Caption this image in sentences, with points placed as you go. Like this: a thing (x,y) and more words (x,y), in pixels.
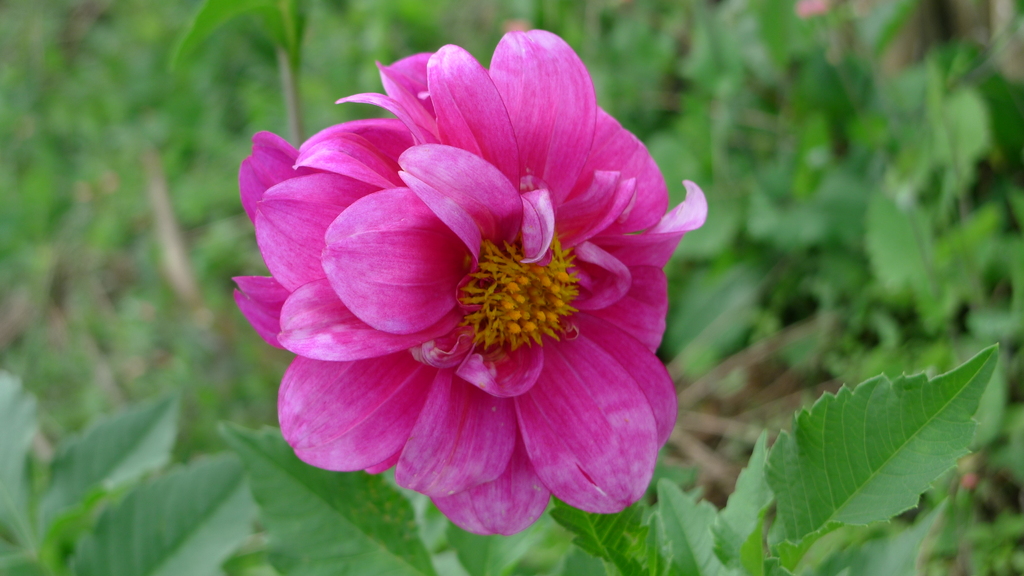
In the picture I can see the pink color flower (426,292) in the middle of the image (379,192) and I can see the green leaves (580,544).
